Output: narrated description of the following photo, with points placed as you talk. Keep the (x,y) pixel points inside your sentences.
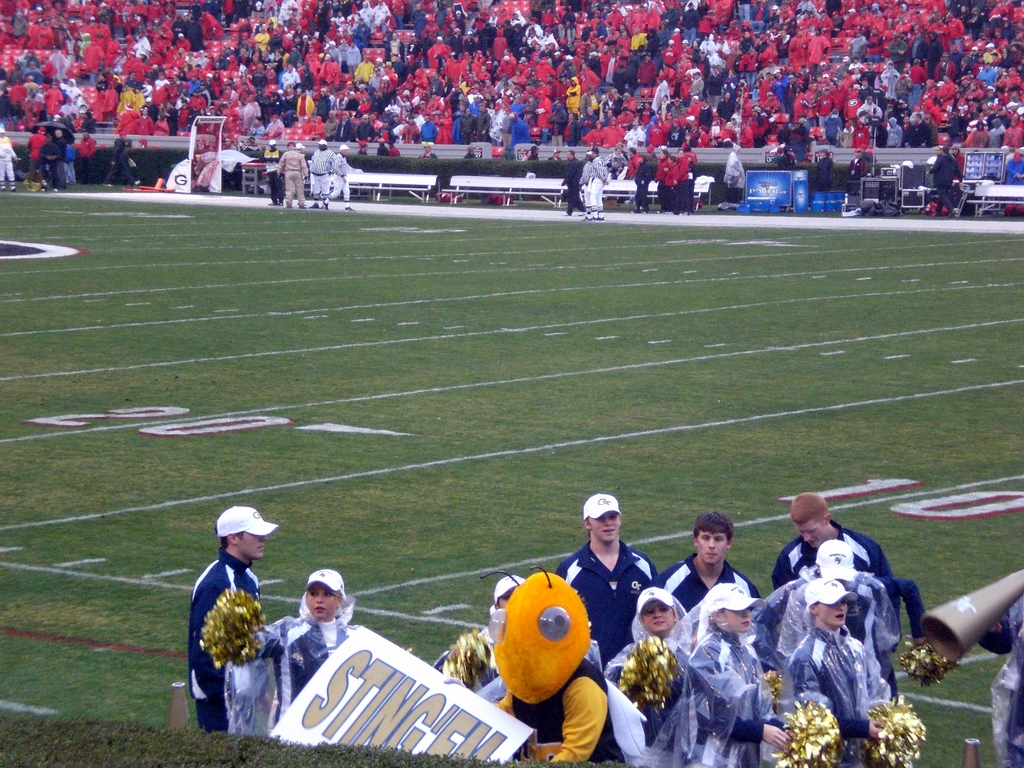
This image looks like a stadium (473,323), we can see a few people (499,626) among them, some people (512,619) are standing on the ground (361,466) and some people (298,74) are standing in the background (483,99), we can see some objects (889,181) on the ground (471,208), like benches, posters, speakers (911,200) and other things (198,186).
